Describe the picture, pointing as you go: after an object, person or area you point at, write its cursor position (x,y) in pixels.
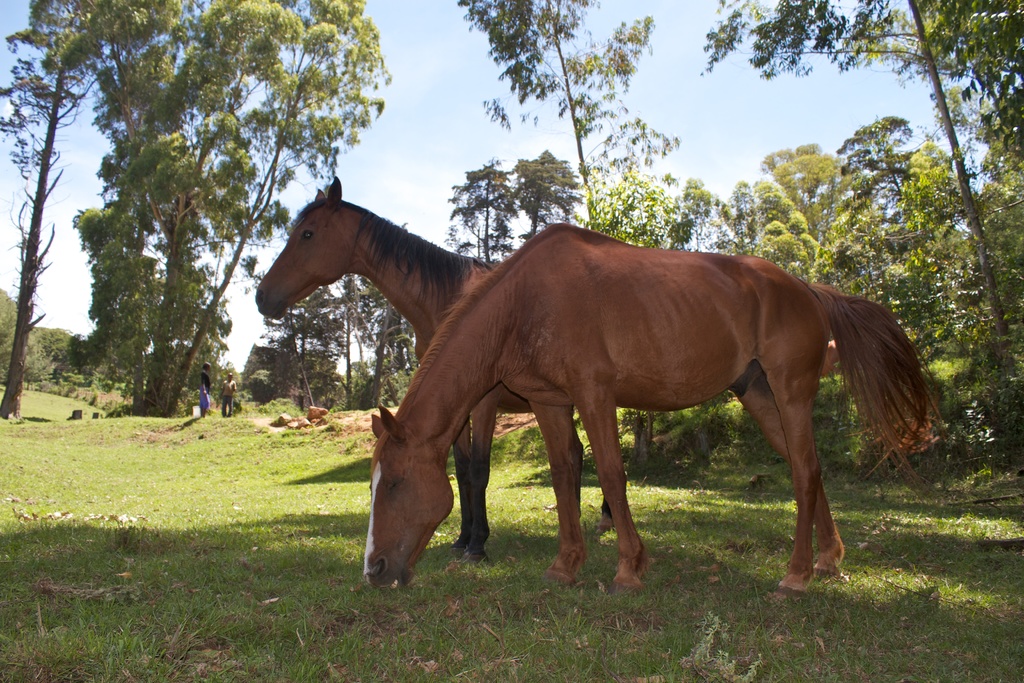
In the center of the image (671,321), we can see horses (623,330) and in the background (186,393), there are trees (188,374) and we can see people (205,404) and there are rocks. At the top (455,140), there is sky (653,114) and at the bottom (190,558), there is ground (246,566).
